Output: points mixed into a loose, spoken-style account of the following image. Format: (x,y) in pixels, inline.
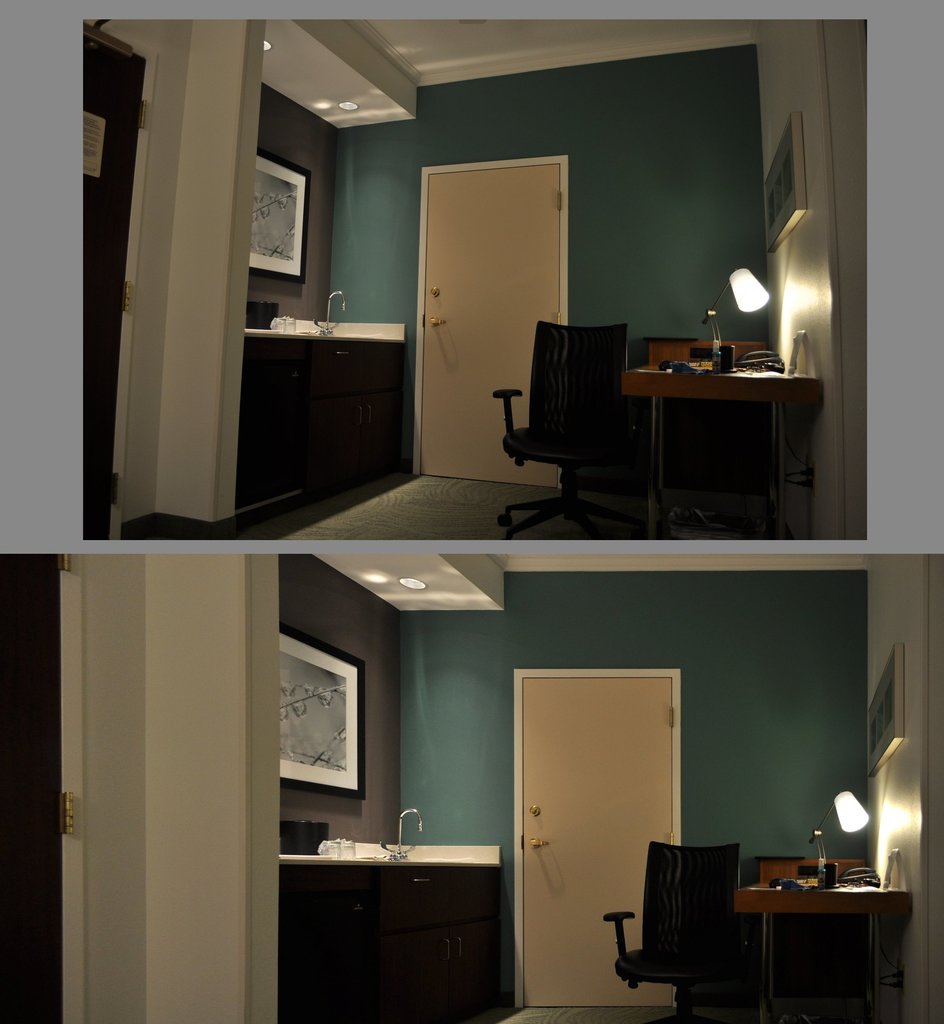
It is a photo collage where the room (555,563) of the picture is taken in that one chair (690,934) and one table (791,903) are present and behind them there is a door (615,761) and wall (694,714) in green colour and coming to the left corner of the picture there is a sink (395,857) and a painting (333,733) on the wall (320,624) and at left corner of the picture (117,277) there is a door (117,350) present.
